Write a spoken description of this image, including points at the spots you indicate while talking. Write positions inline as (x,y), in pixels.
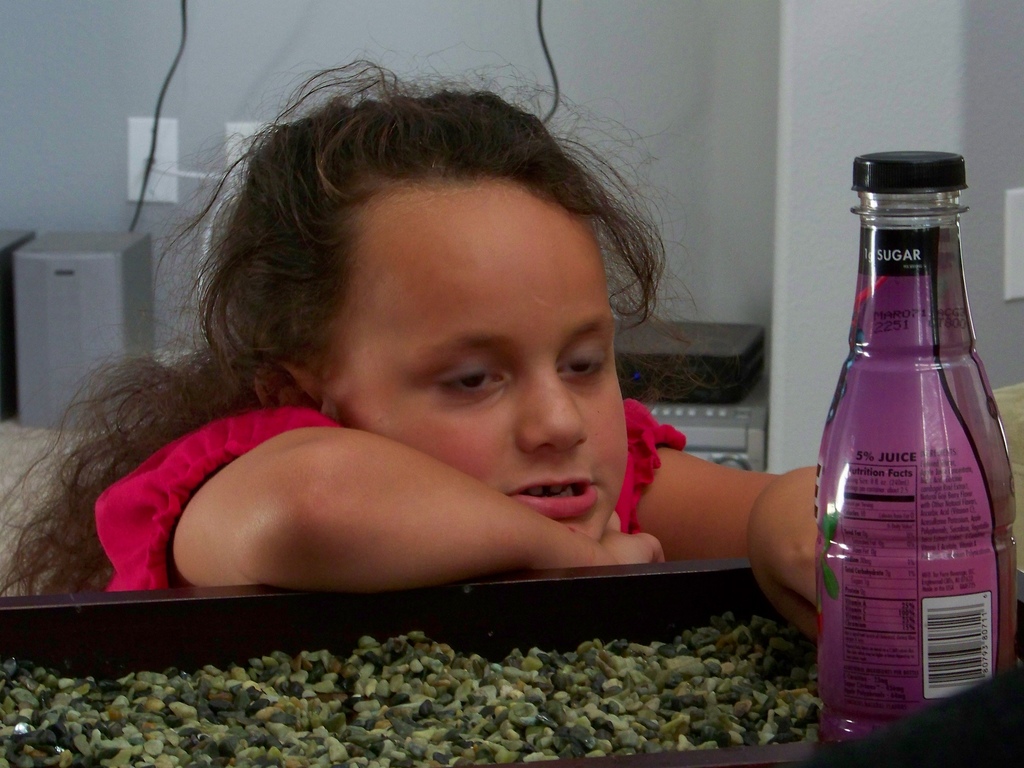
In this image there is a kid (325,440) wearing red color dress (639,485) touching a bottle (871,449).
